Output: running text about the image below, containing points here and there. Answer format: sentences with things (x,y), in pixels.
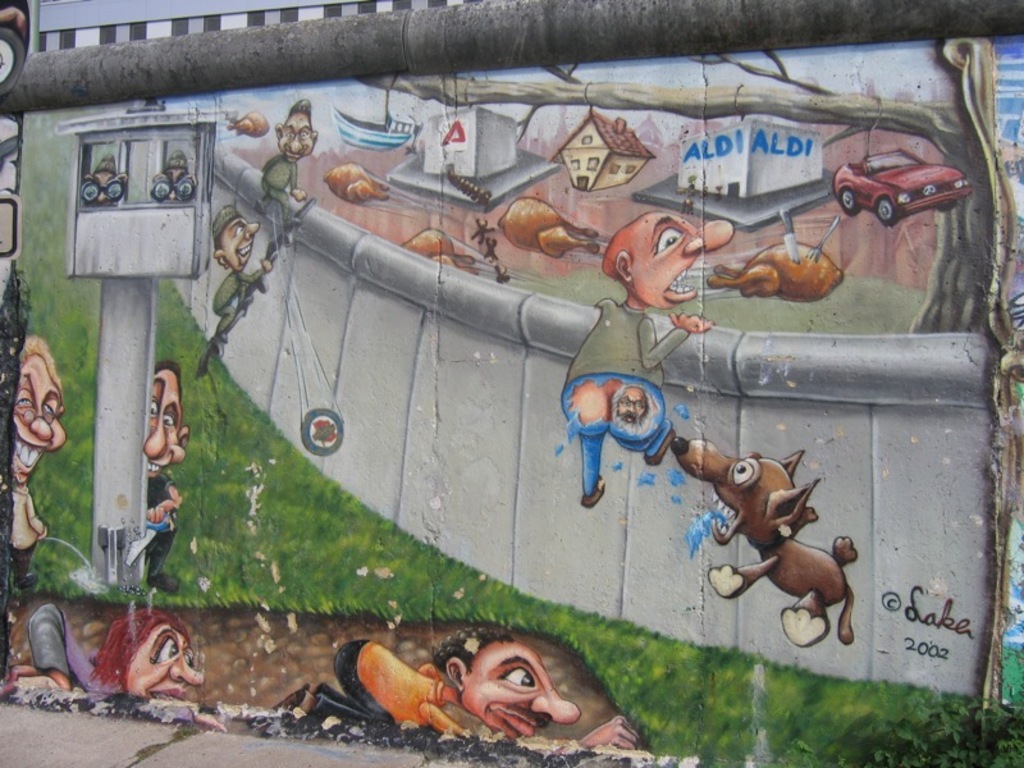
In this image I can see the wall painting (257,560). In the painting (358,462) I can see few people (691,289), chicken (722,283), car (874,184), house (608,175), pole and also the boat (389,122).
